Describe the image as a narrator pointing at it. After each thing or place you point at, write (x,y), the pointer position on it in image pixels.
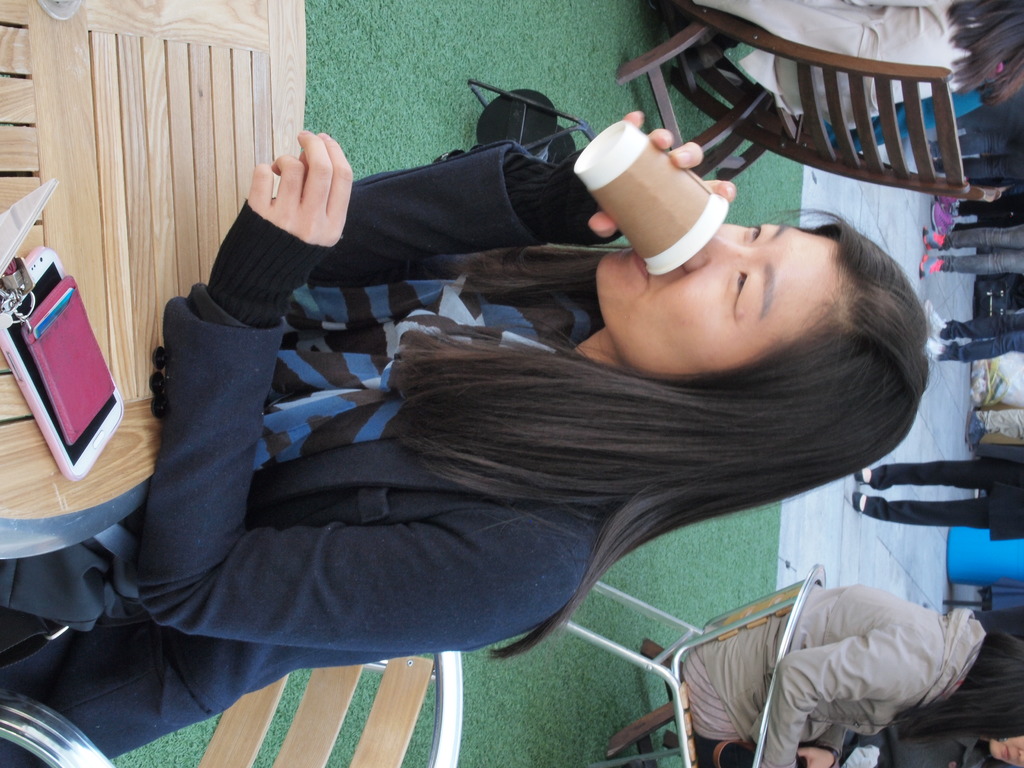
In this picture we can see woman (487,485) sitting on chair (287,688) drinking with glass (596,148) and in front of her we can see table (91,250) and on table (107,245) we have mobile (41,261), cards (83,390) and in background (1017,234) we can see some more people (975,206) standing and sitting, path (940,496).
